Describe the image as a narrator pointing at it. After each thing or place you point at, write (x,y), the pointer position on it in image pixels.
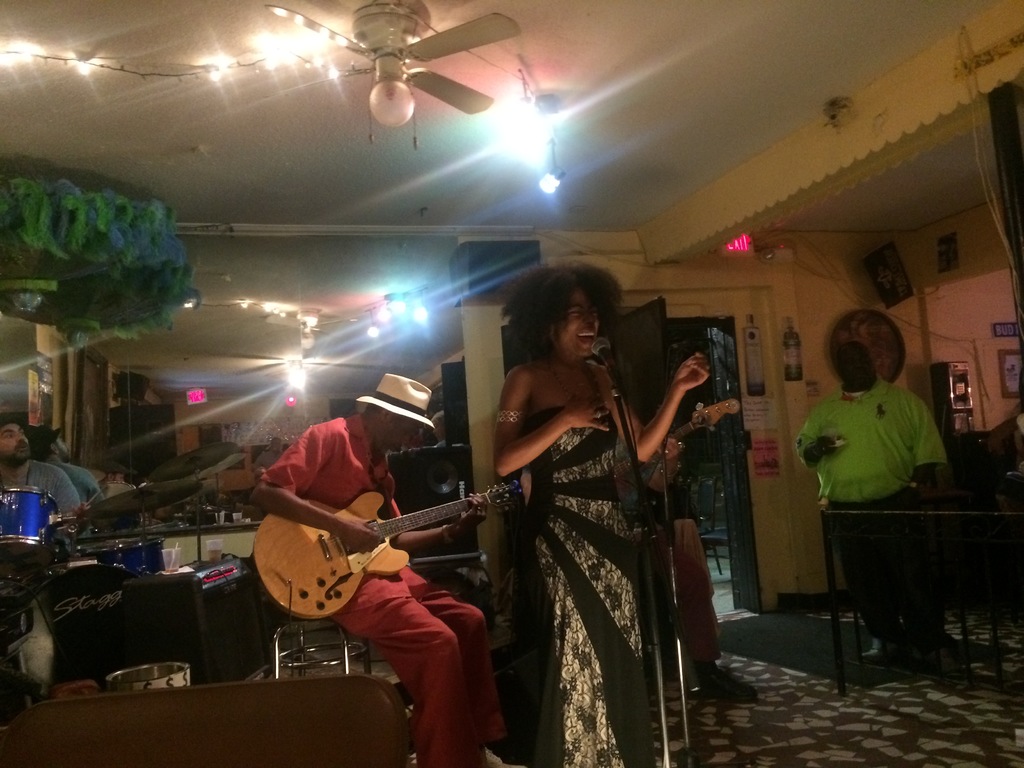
In this image a woman (600,391) stand wearing a black and white color dress (612,555) her mouth (581,339) is open and right side (879,477) i can see a person (872,466), wearing a green color t-shirt (850,478), on the left side (312,474) i can see a person (414,542) holding a guitar (379,520) wearing red color t -shirt (316,460) and there are some lights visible on the right side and there is a fan (394,66) on the roof (367,113) and there are some musical instrument (70,583) kept on the left side (27,590).
